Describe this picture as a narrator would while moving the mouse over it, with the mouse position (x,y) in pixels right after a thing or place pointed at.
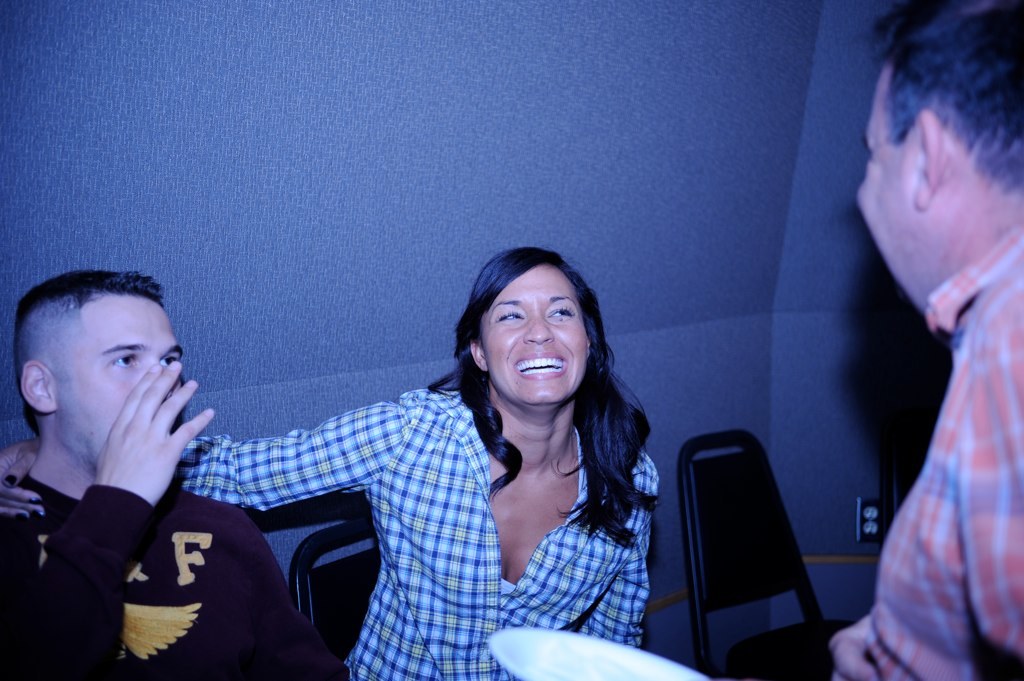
In the image in the center (412,436) we can see two people (259,610) were sitting on the chair (348,572) and the woman (541,521) is smiling, which we can see on her face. On the right side of the image (970,460) we can see one person (980,540) standing and holding plate (496,643). In the background (484,194) there is a wall (632,109), switch board (868,514) and chair (741,521).
